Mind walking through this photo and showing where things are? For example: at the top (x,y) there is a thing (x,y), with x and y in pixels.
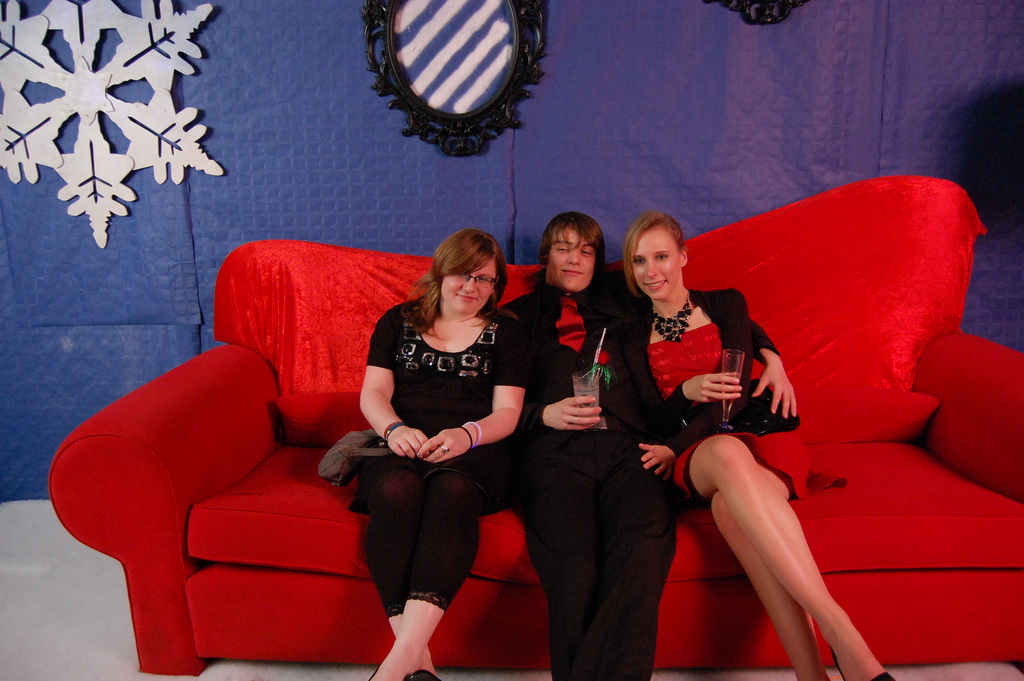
Here there are two girls (775,616) sitting on either side of a man (621,459). He is holding a glass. It's a red color sofa (258,471) behind them there is a mirror (451,120).
